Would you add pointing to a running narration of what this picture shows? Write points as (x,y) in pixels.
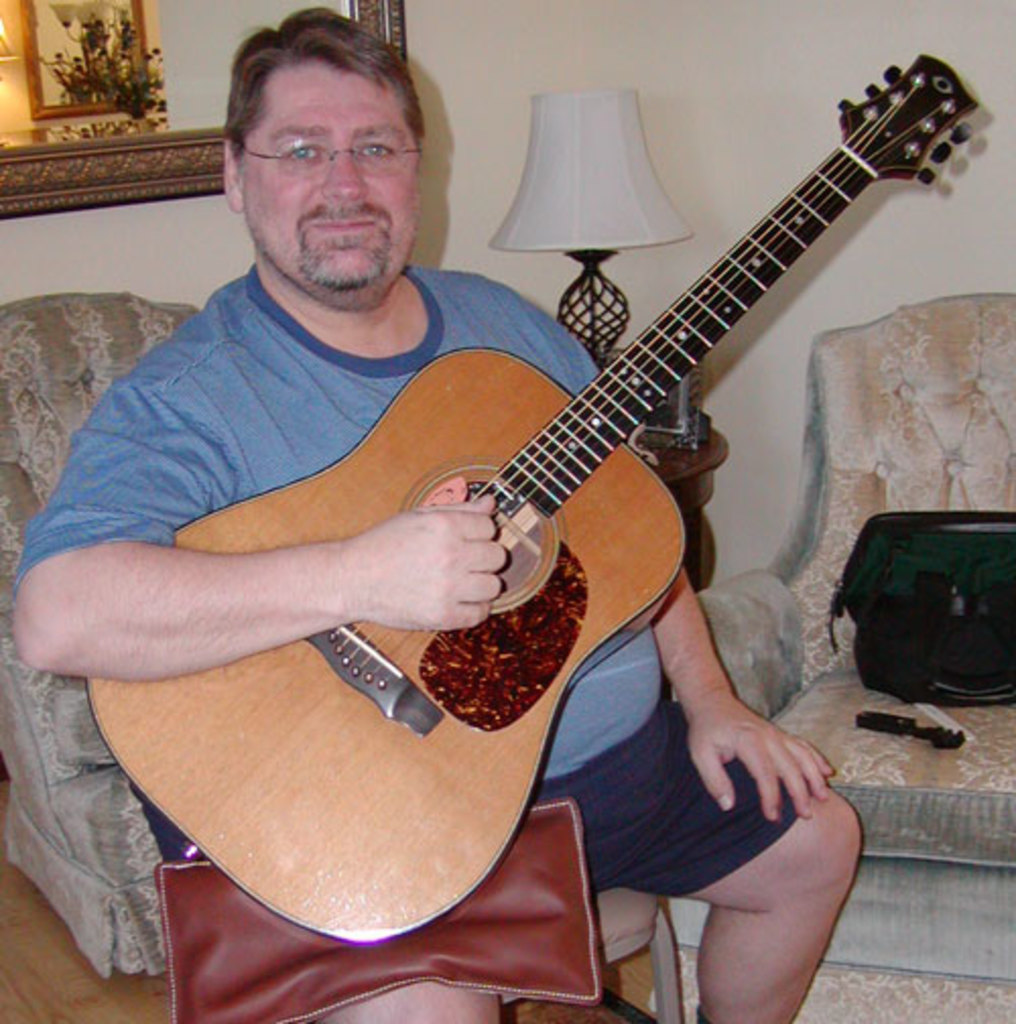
In this image i can see a man (448,326) holding a guitar (453,632) and sitting at the back ground (619,178) there is a lamp (651,236), frame (400,27) to a wall (414,27).
